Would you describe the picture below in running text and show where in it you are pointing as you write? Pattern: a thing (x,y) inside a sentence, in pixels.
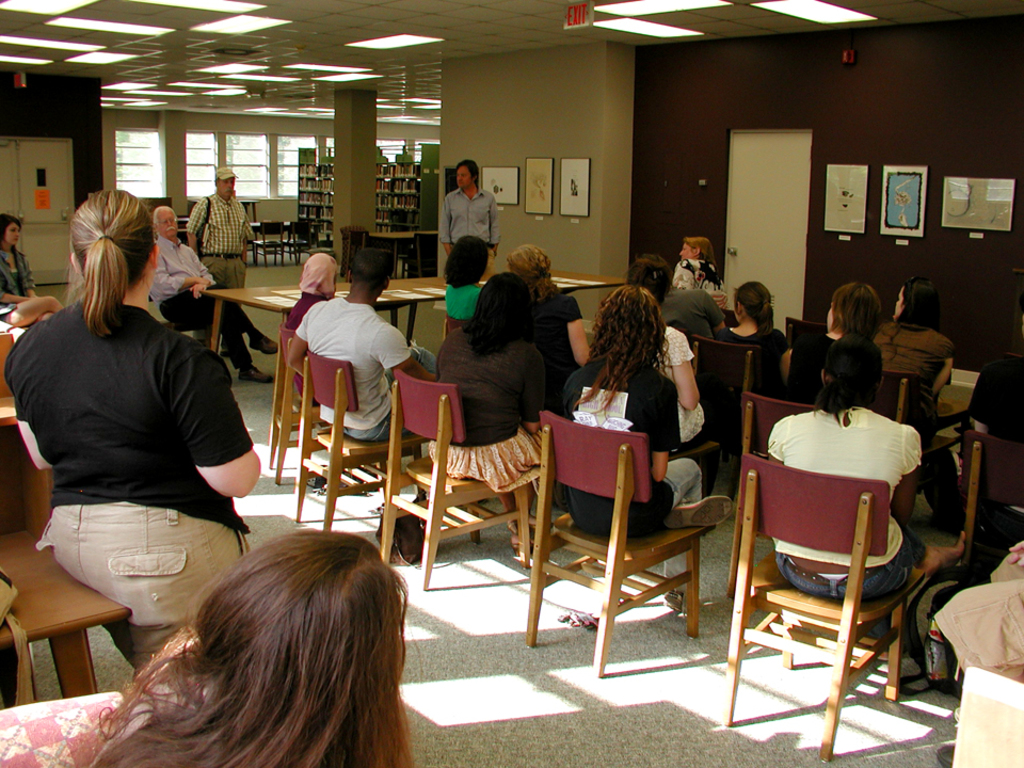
In this picture we can see some persons (972,653) sitting on the chairs (887,599). This is the floor (507,594). There is a table (346,286). Here we can see some persons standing on the floor (456,652). This is the door (783,209). On the background (596,78) there is a wall (554,102). And these are the frames (584,181). Here we can see some lights (826,15). And this is the pillar (356,152).
